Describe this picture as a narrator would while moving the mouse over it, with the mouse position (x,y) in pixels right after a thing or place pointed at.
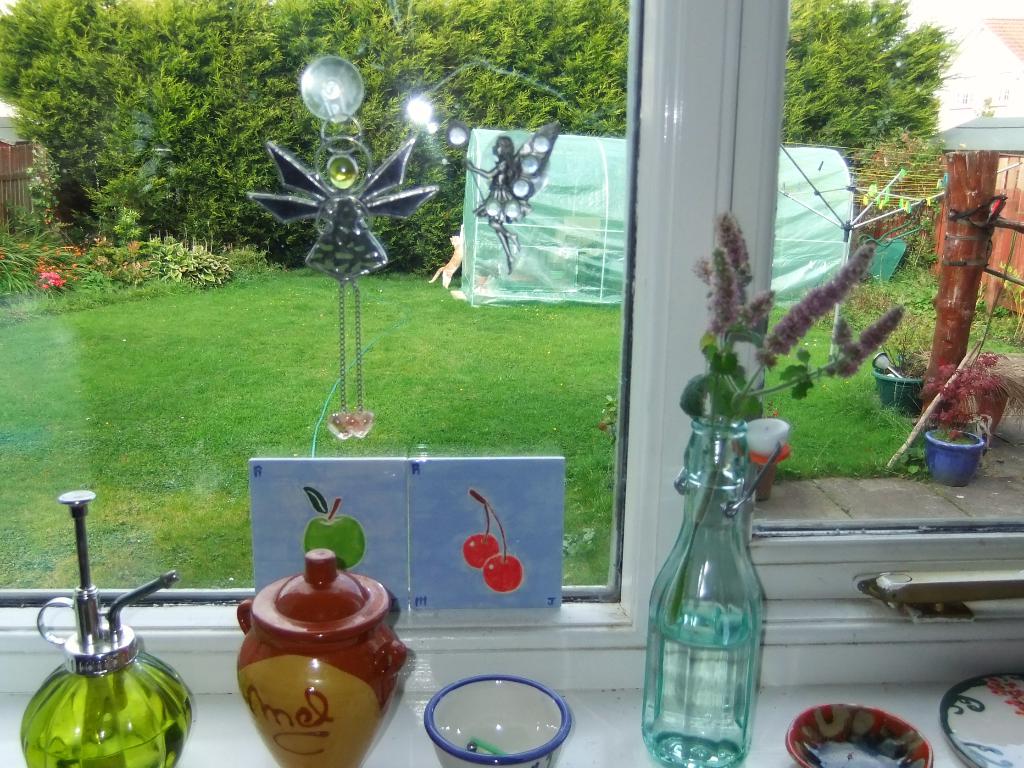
In this image it seems like there is a window (366,53) through which we can see the trees (322,9) tent (531,261) and a locket (371,237). At the bottom (307,681) there are jar (347,687), bottle (690,685), cup (480,733) and plates (981,726). To the right side (1001,378) there are small plants (994,365) outside the room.
